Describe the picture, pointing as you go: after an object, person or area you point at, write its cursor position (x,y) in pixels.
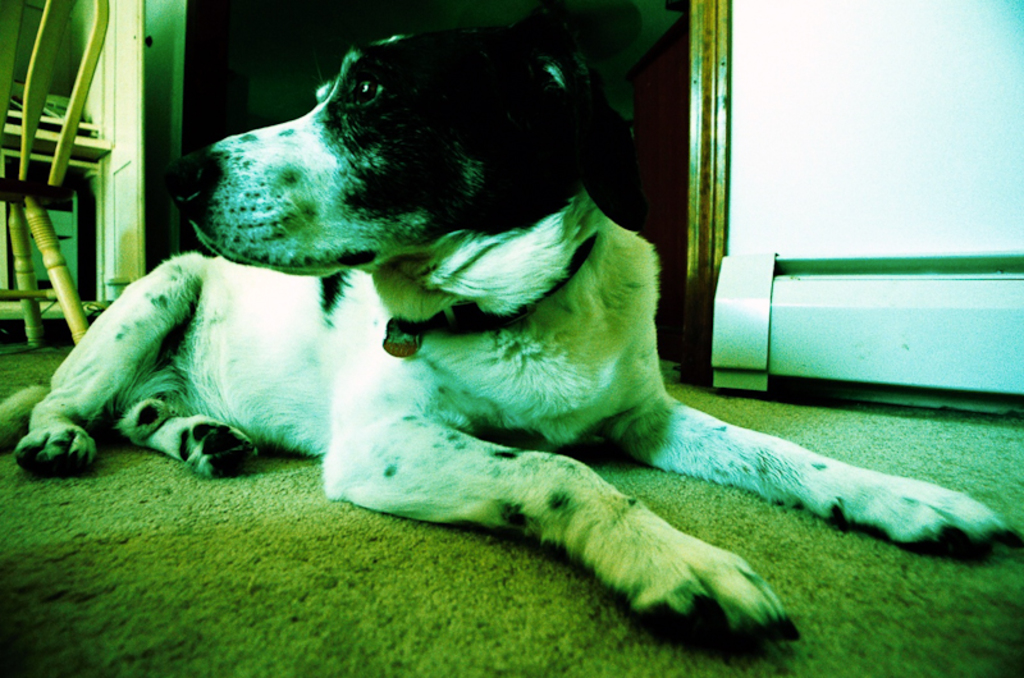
In this image we can see a dog (306,341) is lying on a carpet (211,627) on the floor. In the background (65,99) we can see the wall (955,3), chair (88,63) and other objects (112,151).
